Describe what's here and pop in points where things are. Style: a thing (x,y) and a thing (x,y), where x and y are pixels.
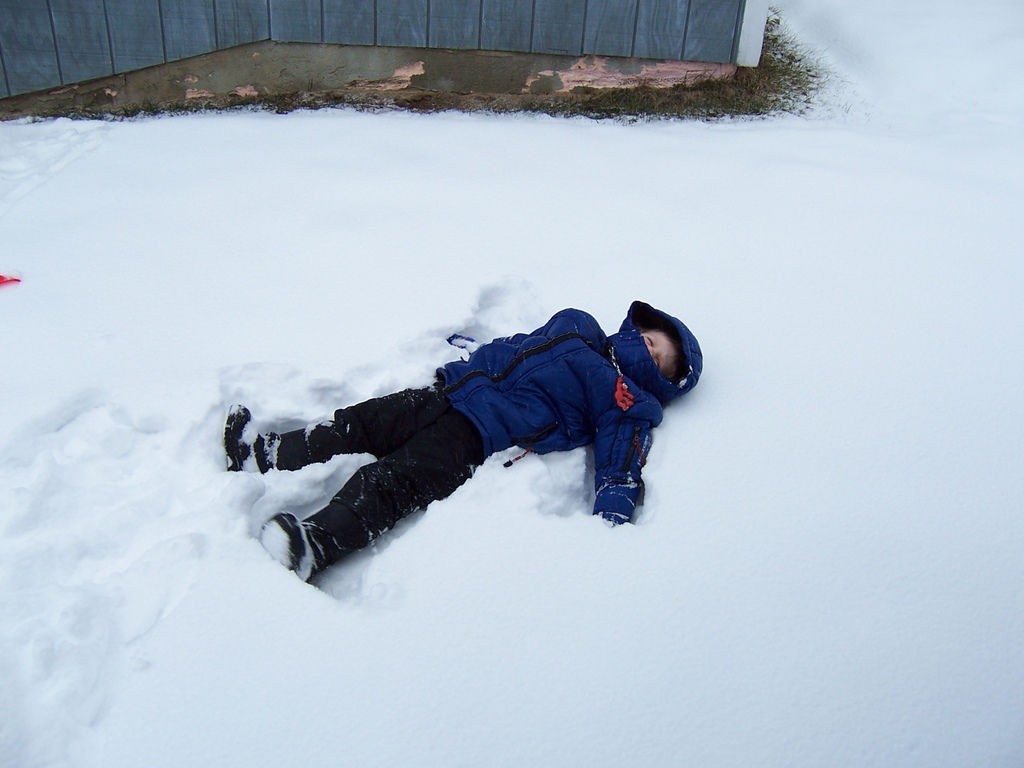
In this image, we can see a kid (523,414) is lying on the snow (941,667). Top of the image (642,44), we can see few wooden boards (237,40).
